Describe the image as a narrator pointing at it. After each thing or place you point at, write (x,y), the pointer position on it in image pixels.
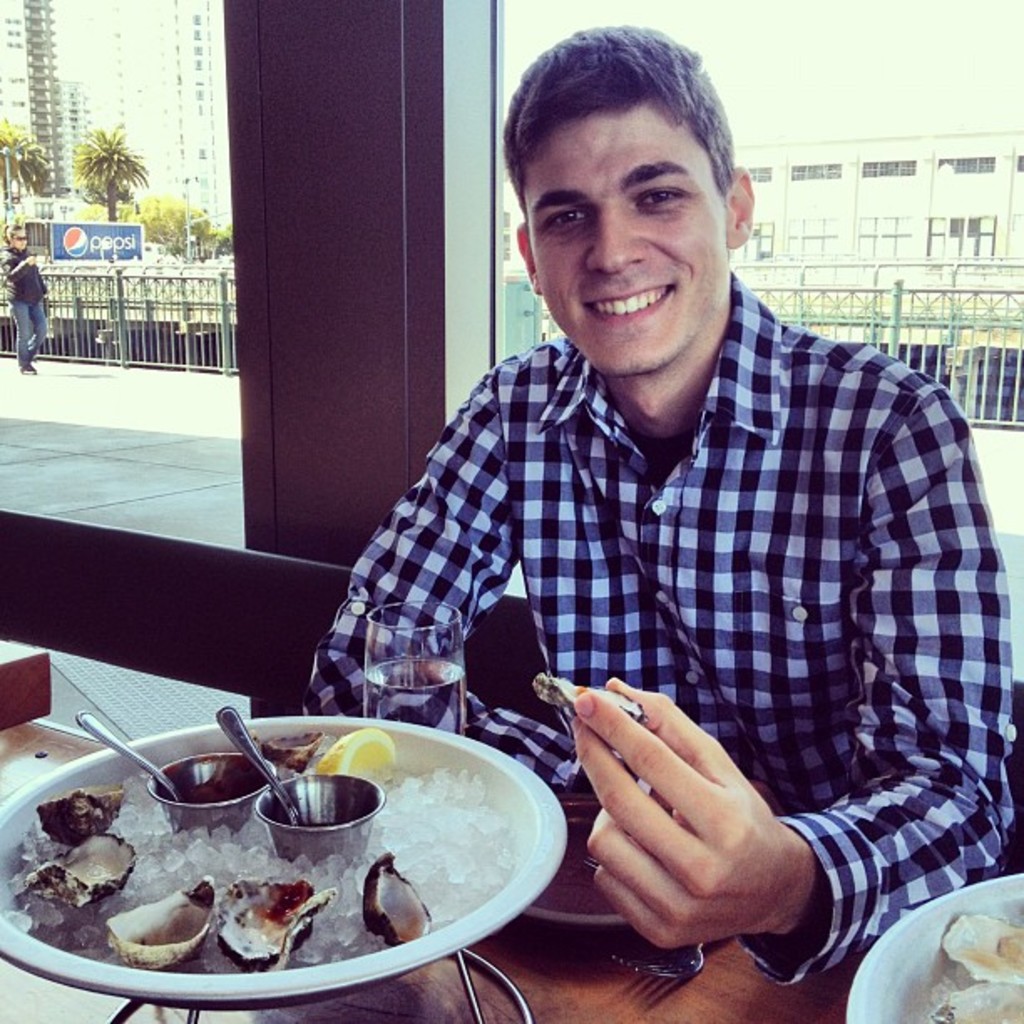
Here we can see a man (626,568) sitting on the chair (501,673) at the table (824,980) by holding a sea shell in his hands (737,836) and on the table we can see a fork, plate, a large bowl (164,980) with seashells (224,933), two small cups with spoons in it and a lemon slice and there are food items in another plate (929,988). In the background (134,348) there is a person (33,341) walking on the ground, hoarding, poles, fences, buildings (162,170), windows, trees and sky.
